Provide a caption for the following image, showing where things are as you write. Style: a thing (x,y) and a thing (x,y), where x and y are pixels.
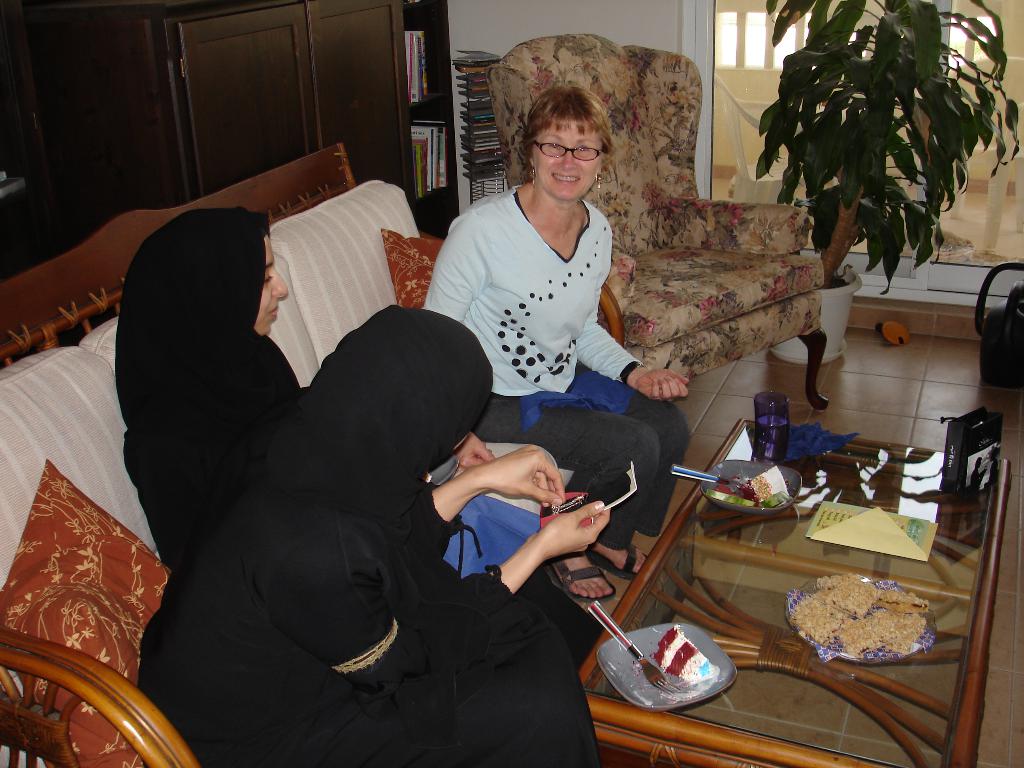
People (421,349) are sitting on the sofa (284,305) near the table (869,678) on the table (791,529) food (687,655), fork (621,638), plate (712,684) is present, in the back (844,131) plant (825,156), glass (747,86) and shelf (428,119) with books (434,134) are present.
